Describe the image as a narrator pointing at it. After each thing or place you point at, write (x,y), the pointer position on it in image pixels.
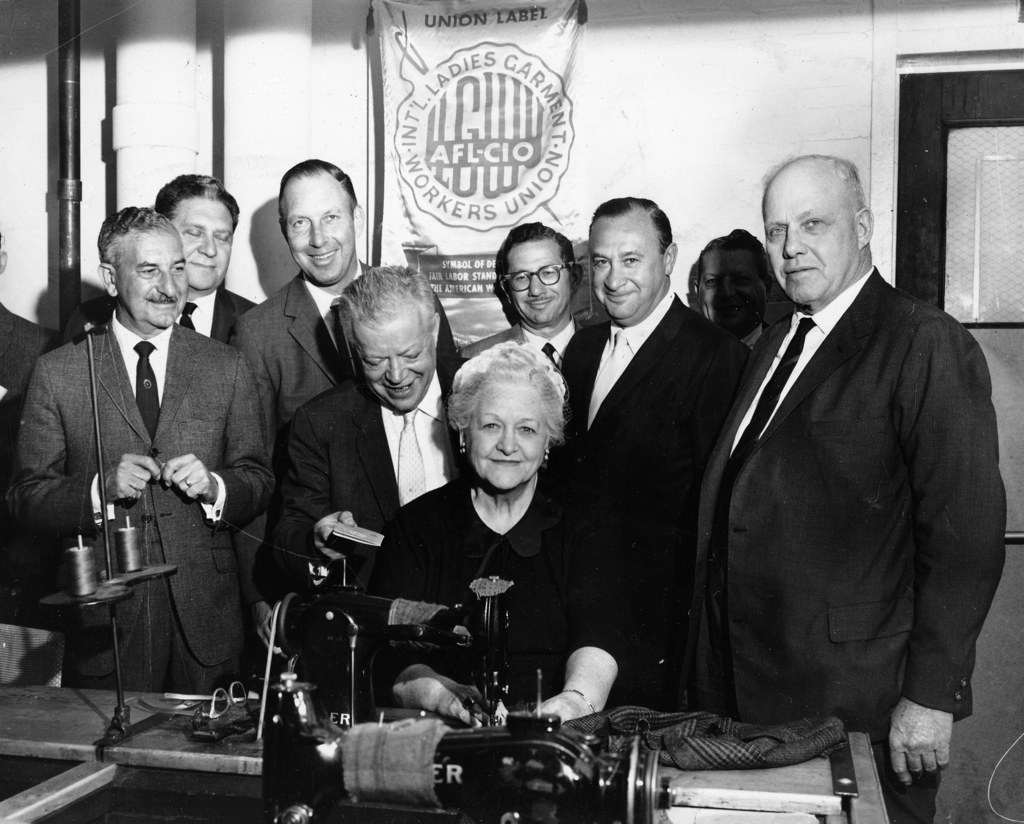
In this picture we can see black and white photo. In the front (387,373) we can see a group of men (422,356) wearing a black suit (889,309), standing and smiling. In the front (518,518) we can see a woman (528,601) wearing black dress (545,625), sitting on the chair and smiling. In the front (481,742) bottom side we can see the sewing machine (459,756). Behind we can see white banner (473,101) and pipe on the wall (791,74).
